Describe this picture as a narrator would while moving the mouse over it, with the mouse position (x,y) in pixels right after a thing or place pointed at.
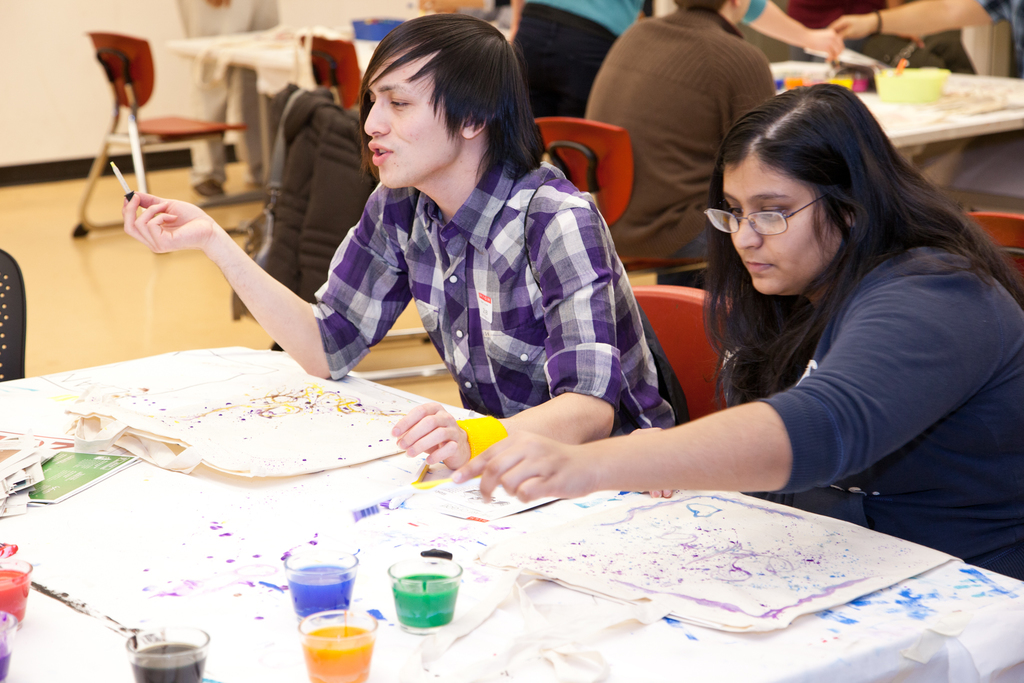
In this picture two people (441,339) painting on a sheet (676,515) which is placed on top of a table (205,499) and there are many color containers (370,630) placed. In the background (708,41) we also observe people (881,42) painting and sitting on the table (279,58).
